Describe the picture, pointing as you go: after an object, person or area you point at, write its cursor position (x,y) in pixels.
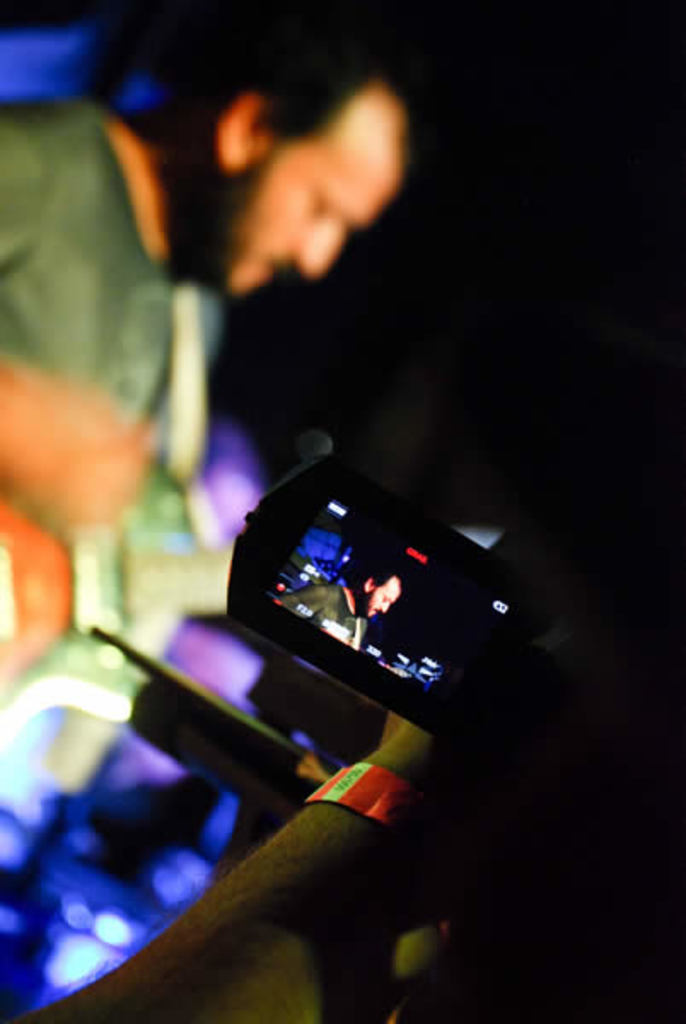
In this image we can see some person's hand (301,833) with a band (358,773) and he is holding the camera (401,532). In the background (198,339) we can see a person (128,295) playing the guitar (92,641).
